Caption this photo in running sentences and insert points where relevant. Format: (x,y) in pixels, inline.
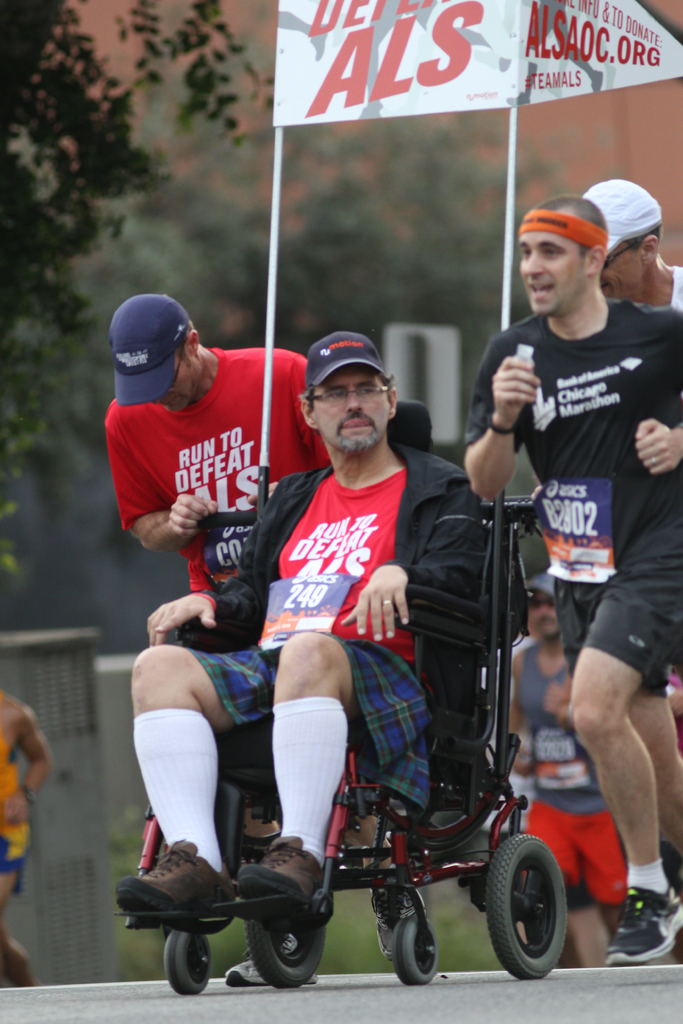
Here is the man (294,552) sitting in the wheelchair (309,927). I can see three people (607,360) running. This looks like a hoarding (517,70). I can see the trees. In the background (28,733), there are few people (38,742) running.
